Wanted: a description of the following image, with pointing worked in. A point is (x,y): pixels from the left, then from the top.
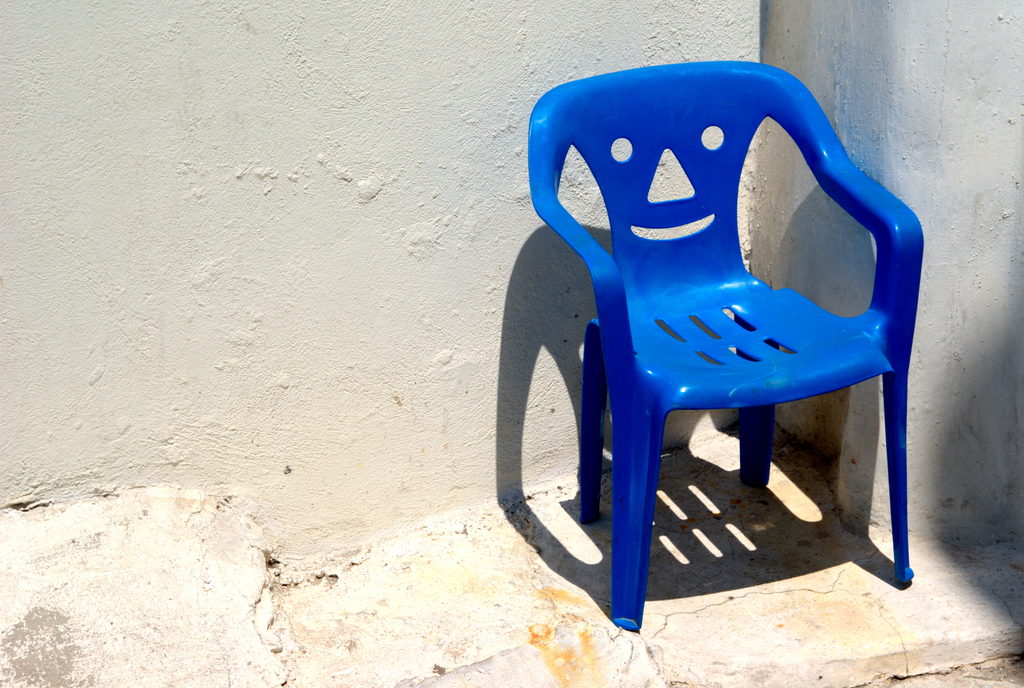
In this picture we can see a blue chair (898,382) on the ground (927,581) and in the background (960,535) we can see wall (255,90).
